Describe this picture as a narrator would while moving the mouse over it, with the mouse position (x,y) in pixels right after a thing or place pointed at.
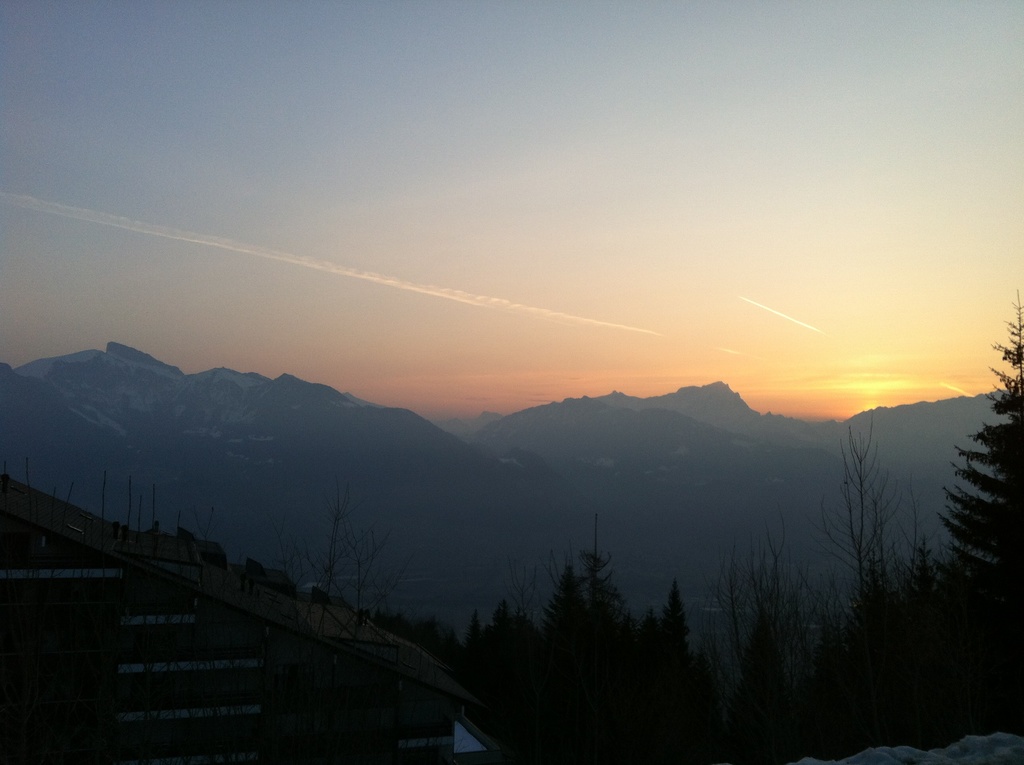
In this picture there are few trees (643,634) and mountains (537,474) in the background (605,478).
